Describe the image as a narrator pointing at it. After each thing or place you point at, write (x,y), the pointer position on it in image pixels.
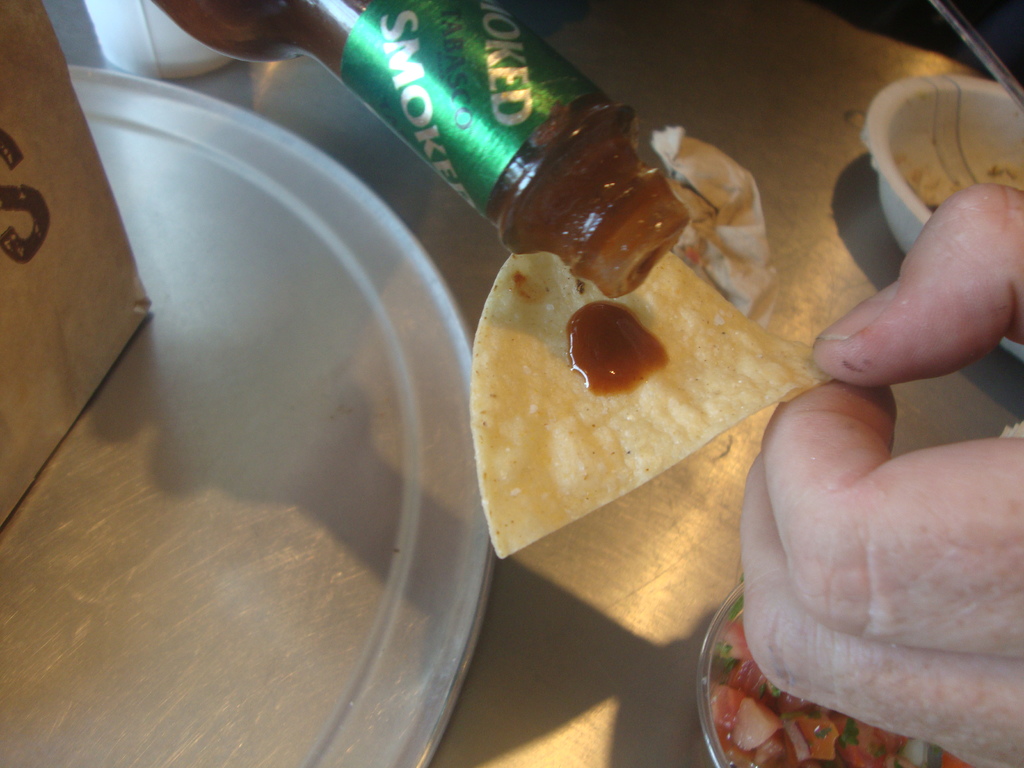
In this picture there is a sauce bottle (497,52) and a man (1008,306) is pouring the sauce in the food (778,367) and there is a bowl (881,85) at the right side of the image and other kitchenware (705,677).
